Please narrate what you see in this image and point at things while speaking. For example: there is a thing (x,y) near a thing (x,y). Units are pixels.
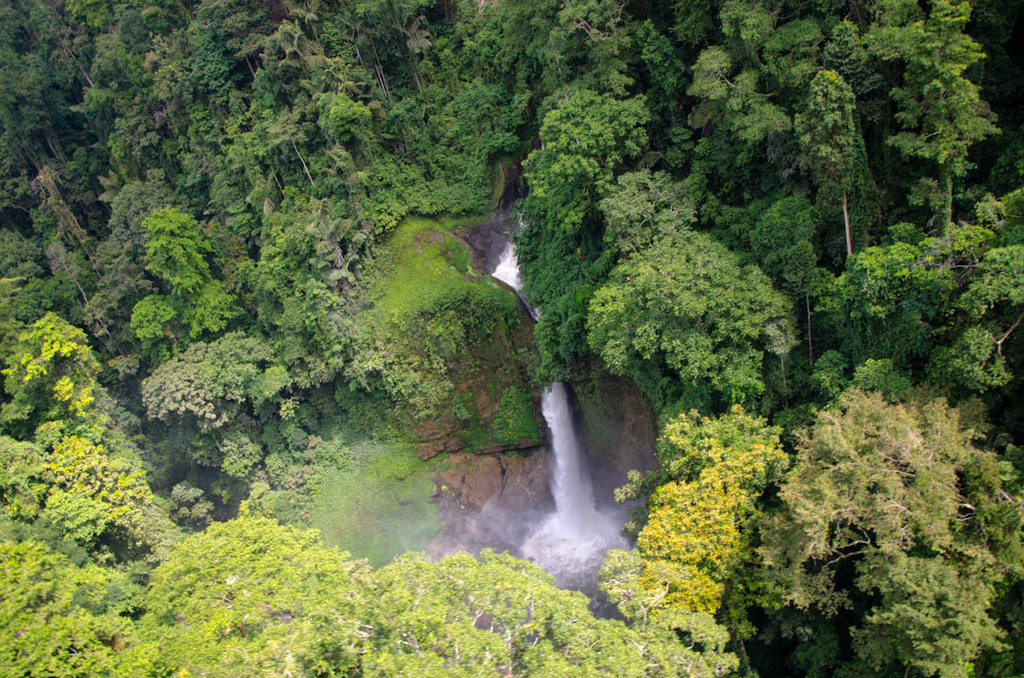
In this picture we can see a beautiful view of the waterfall (585,559) surrounded with many huge trees (242,243).
